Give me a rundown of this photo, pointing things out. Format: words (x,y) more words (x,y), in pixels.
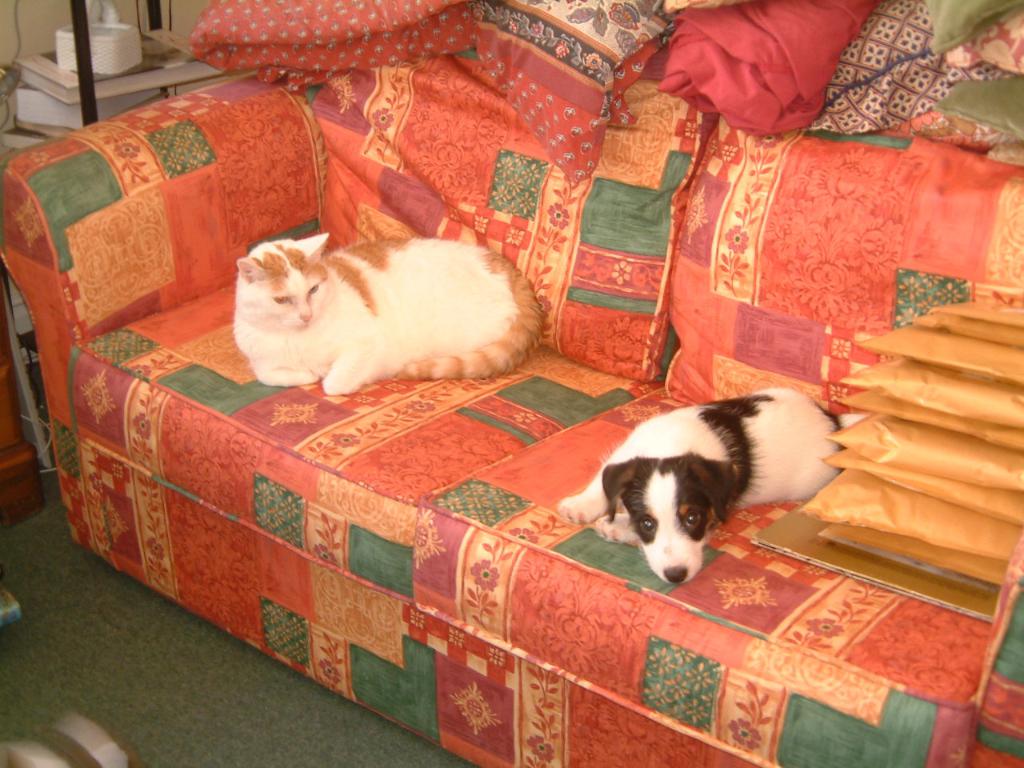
In this picture we can see a cat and a dog (670,440) sitting on the sofa (294,443). We can see objects (944,408). In the bottom left corner of the picture (184,644) we can see the floor (287,743).
